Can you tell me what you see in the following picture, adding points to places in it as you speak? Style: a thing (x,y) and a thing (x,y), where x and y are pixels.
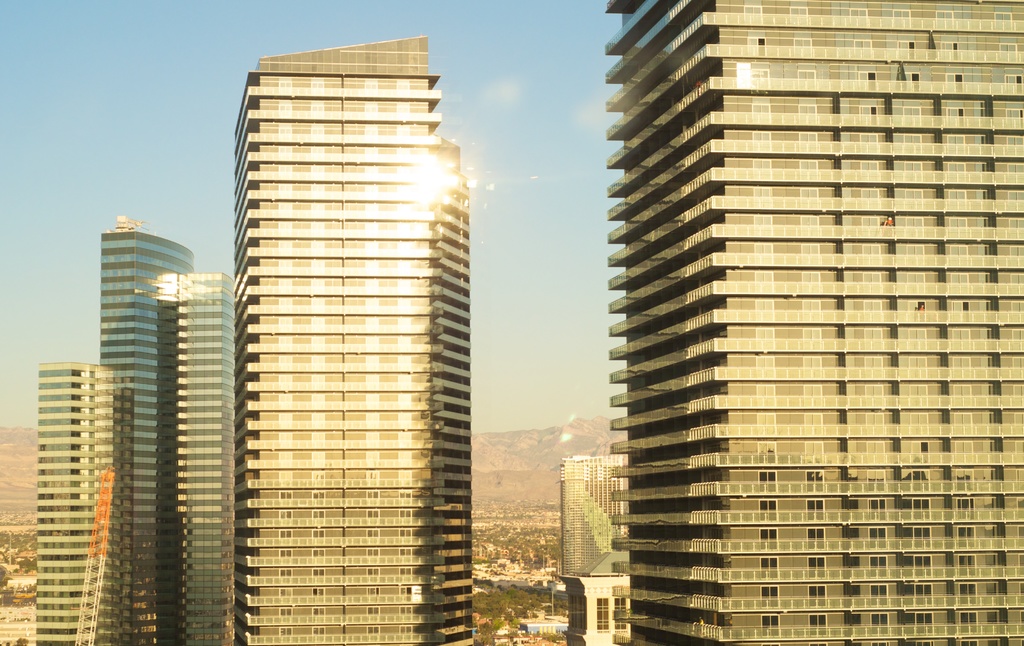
In the picture we can see tower buildings (843,470) and behind it, we can see some trees (533,594) at the bottom of the buildings (572,631) and we can see some hills (539,440) and sky (496,212).
